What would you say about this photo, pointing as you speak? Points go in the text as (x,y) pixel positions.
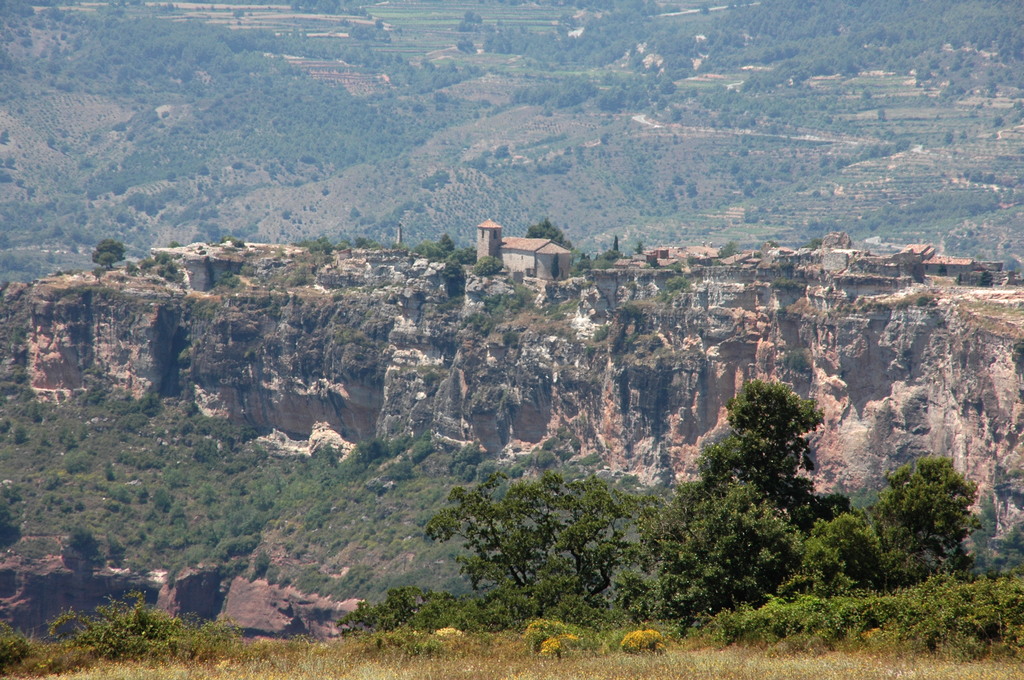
In this image I can see few trees (711,605) which are green in color, a mountain (562,386) and few buildings (564,258) on the mountain (772,278). In the background (534,126) I can see few trees (867,64) and the ground (521,224).
